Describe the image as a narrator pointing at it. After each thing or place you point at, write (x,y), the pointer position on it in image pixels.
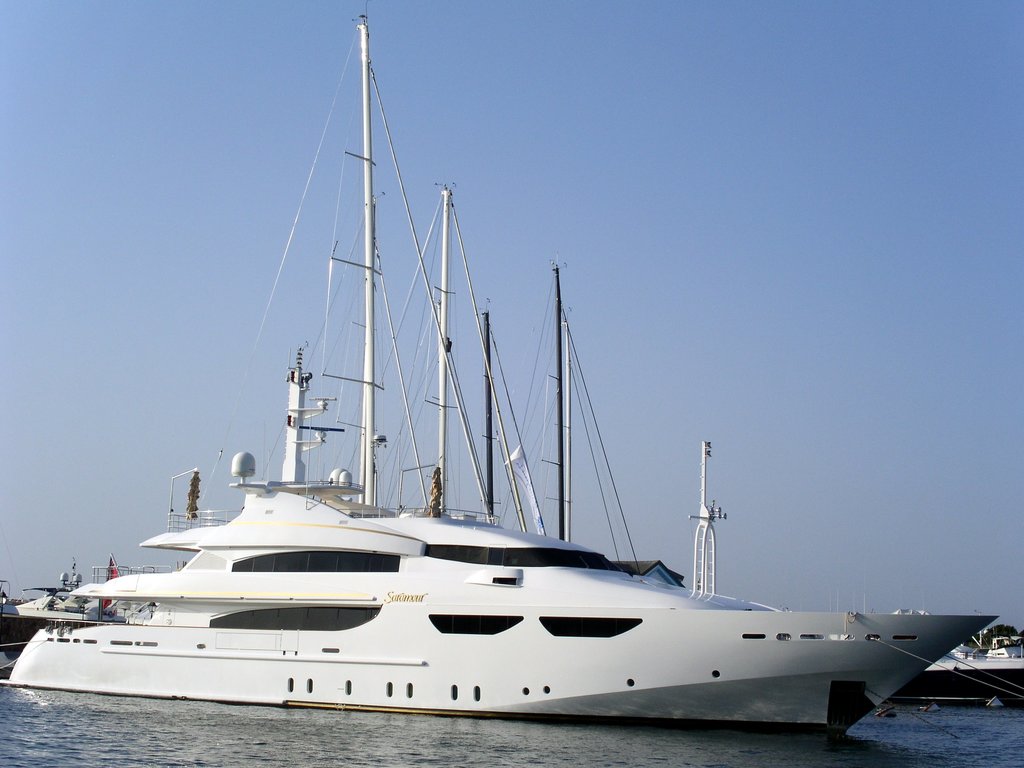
In this picture we can see water (188,726) at the bottom (248,704), there is a ship (445,661) in the middle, in the background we can see a tree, there is the sky (664,193) at the top of the picture (672,121).
